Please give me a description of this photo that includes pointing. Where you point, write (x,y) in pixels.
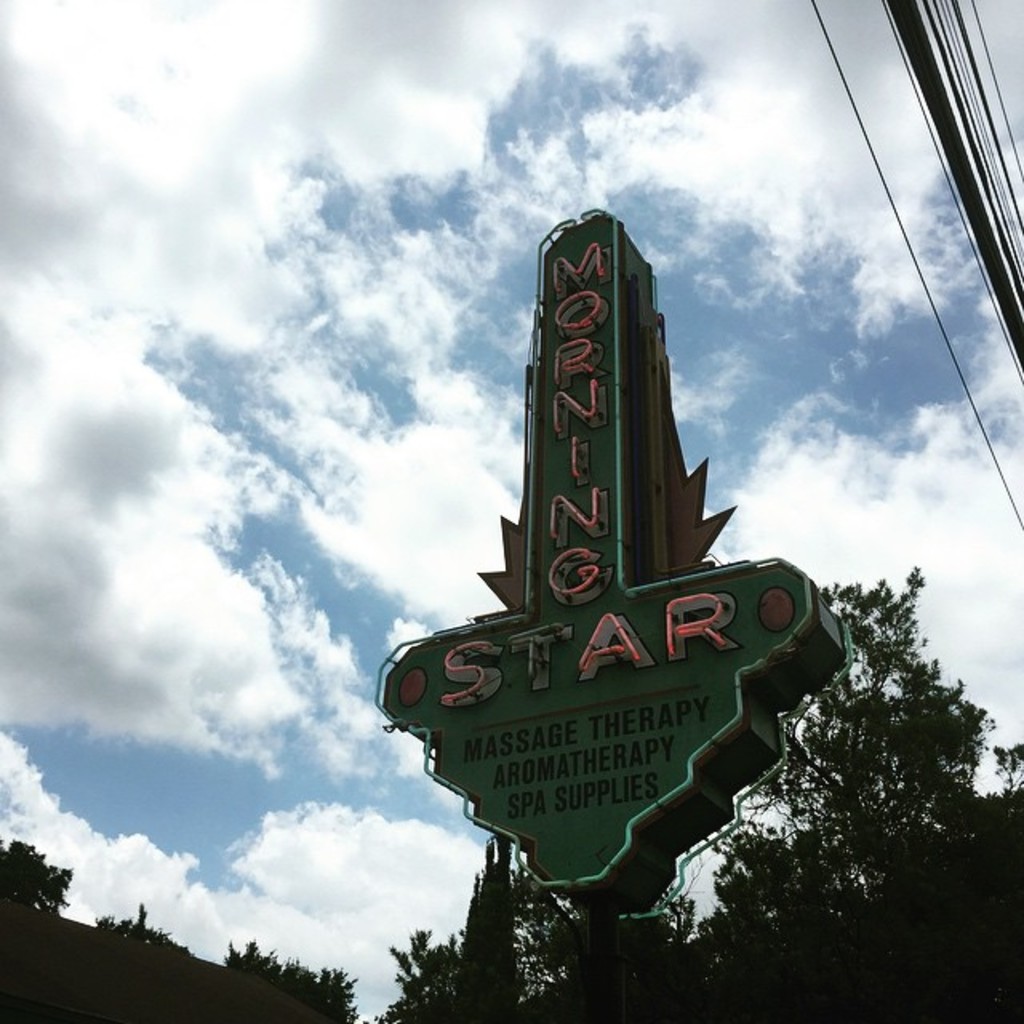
In this image I can see a green color board (539,812) and something written on it. Background (898,914) I can see trees (900,725) and sky (293,383) in blue and white color.
